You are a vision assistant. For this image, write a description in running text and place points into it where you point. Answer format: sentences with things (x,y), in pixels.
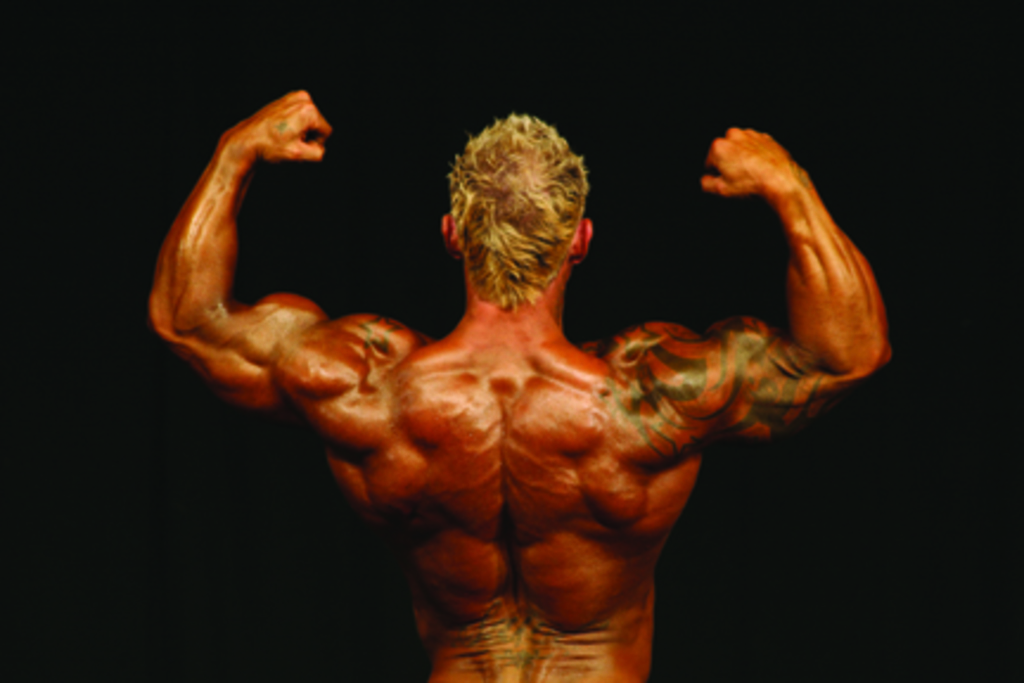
In this image, in the foreground (239,126) there is a person (807,189), showing his body (525,510), and the background (932,137) is black.
